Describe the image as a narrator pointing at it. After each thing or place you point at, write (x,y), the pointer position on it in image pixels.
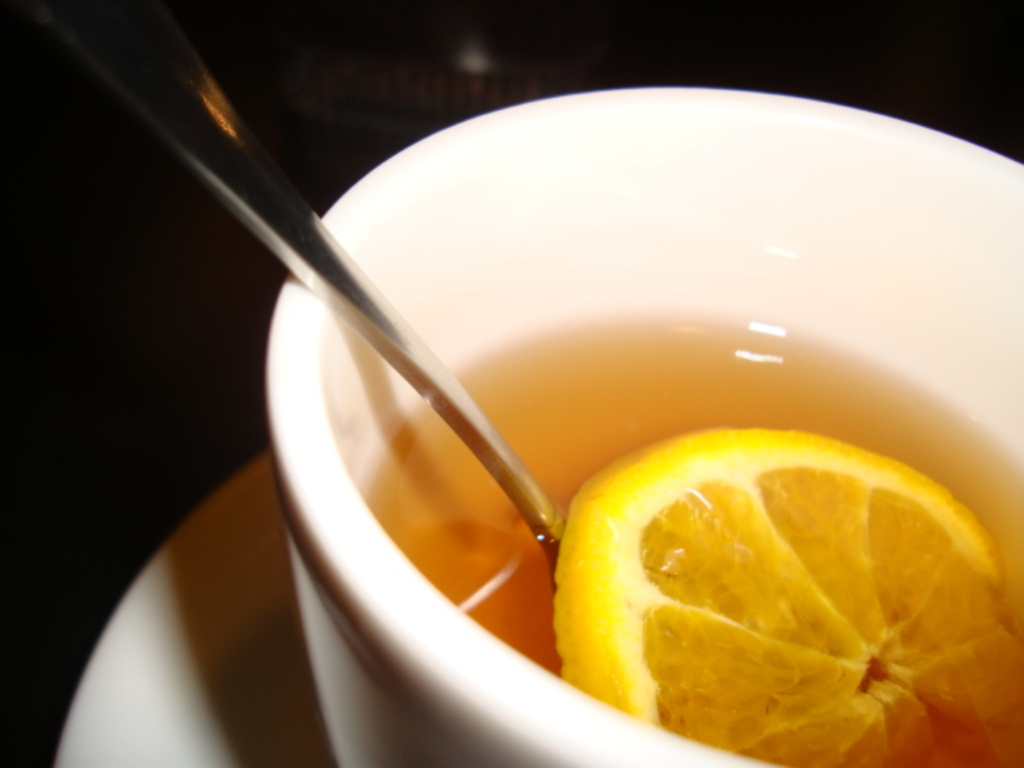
In the picture we can see a white color saucer (95,748) on it, we can see a cup (911,221) in it, we can see a tea (695,385) with a spoon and lemon slice (793,671) in it.
